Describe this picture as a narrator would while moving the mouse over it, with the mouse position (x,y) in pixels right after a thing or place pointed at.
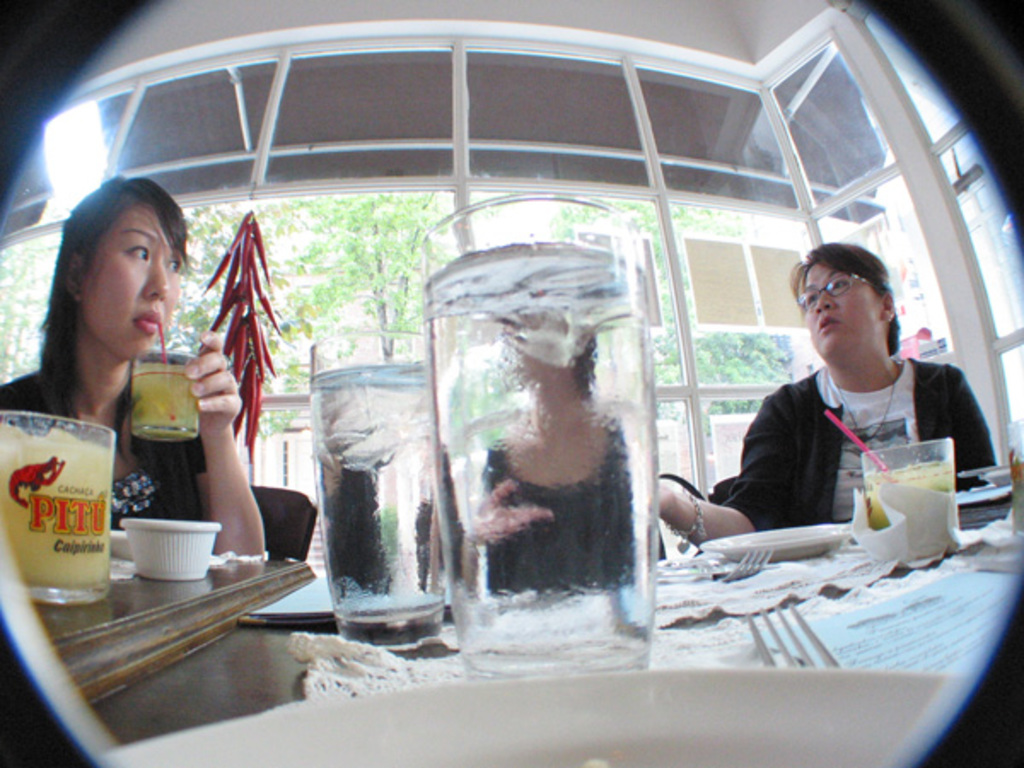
This picture seems to be an edited image. On the left (150,337) there is a person (127,383) sitting on the chair (280,496) and holding a glass (174,373) of drink (162,364) and drinking. On the right (844,383) there is another person (766,484) sitting on the chair (728,491). In the foreground (914,557) we can see a table (120,705) on the top of which glasses (416,540) of drinks (400,610) and many other objects (851,580) are placed. In the background (389,218) we can see the trees (293,223) and some other items (481,188).
